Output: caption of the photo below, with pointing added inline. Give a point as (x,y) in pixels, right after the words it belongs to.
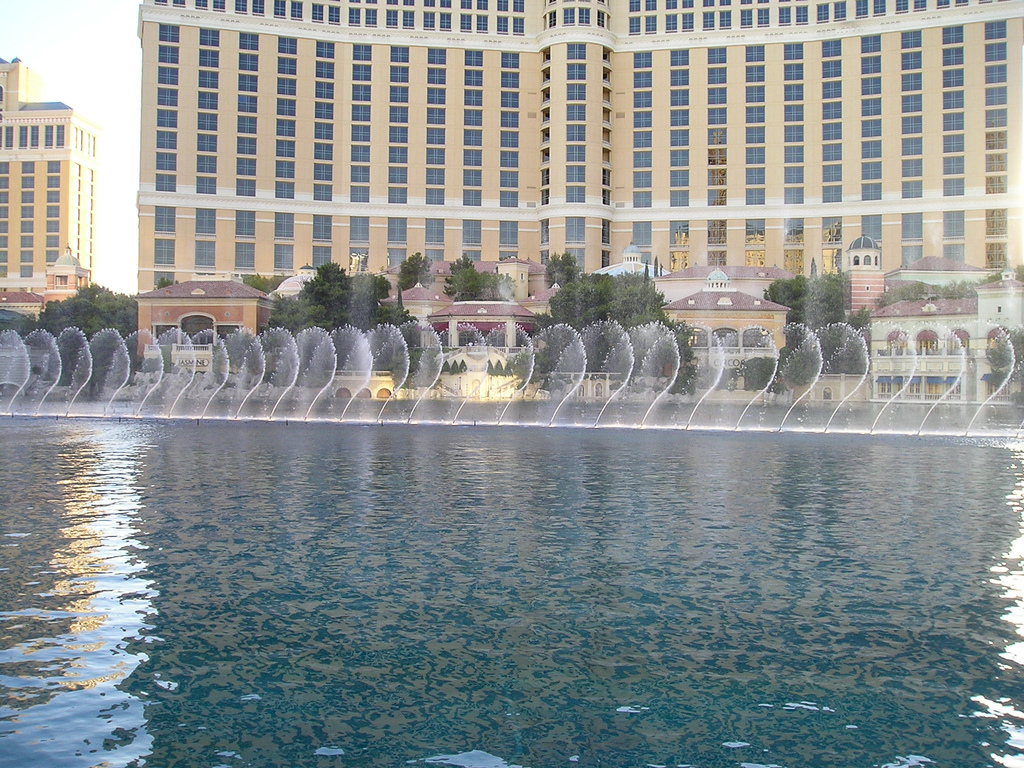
At the bottom of the image (446,672) I can see the water (446,672). In the background (165,309) there are many trees (394,318) and buildings (217,121). At the top of the image (76,65) I can see the sky (113,52).
